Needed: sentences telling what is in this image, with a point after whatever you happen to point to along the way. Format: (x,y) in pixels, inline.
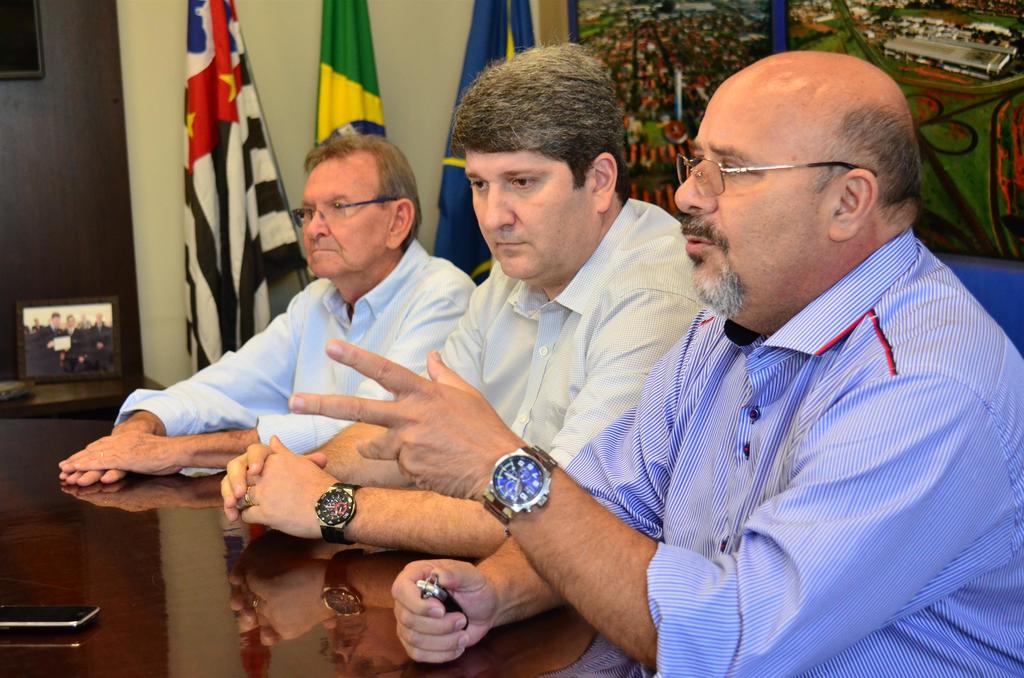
In this image, we can see three persons (620,470) are sitting. Here a man (836,351) is talking and holding an object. On the left side (280,601) bottom of the image (280,601), there is a table (272,635). On top of that we can see a mobile (65,626) and people ́s hands (288,532). In the background (288,158), there is a wall (283,145), flags (203,180), wooden object (63,187), photo frame (89,324) and objects (720,40).
